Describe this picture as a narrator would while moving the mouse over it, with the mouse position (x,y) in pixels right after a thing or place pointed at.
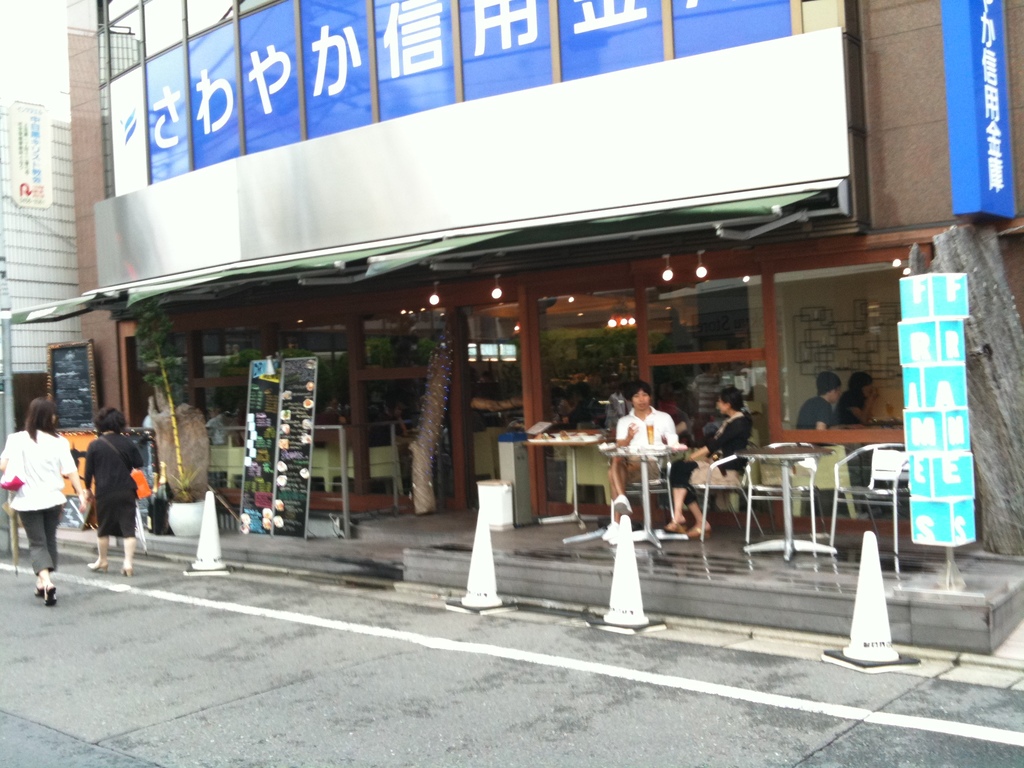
In this image I can see two people (46,560) are walking on the road (138,612). These people (99,554) are wearing the white and black color dress (48,514). To the side I can see the traffic cones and boards (298,485). I can see two people (691,531) sitting on the chairs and these people (697,520) are in-front of the building (459,397). I can see many lights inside the building (676,313). I can also see many boards (282,523) in-front of the building (256,150).
